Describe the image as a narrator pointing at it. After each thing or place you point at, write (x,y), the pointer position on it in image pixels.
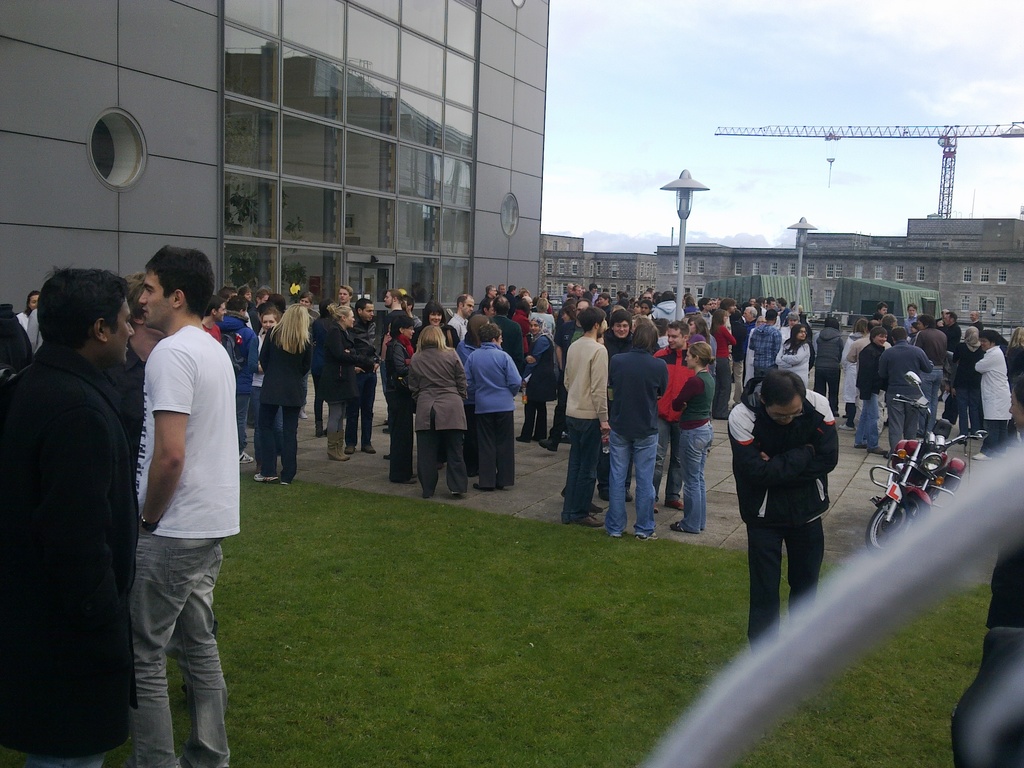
There are people (616,388) and we can see bike (890,506) and grass (584,596). In the background (518,209) we can see buildings (807,269), lights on poles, crane (951,195) and sky (815,151) with clouds (861,162).
